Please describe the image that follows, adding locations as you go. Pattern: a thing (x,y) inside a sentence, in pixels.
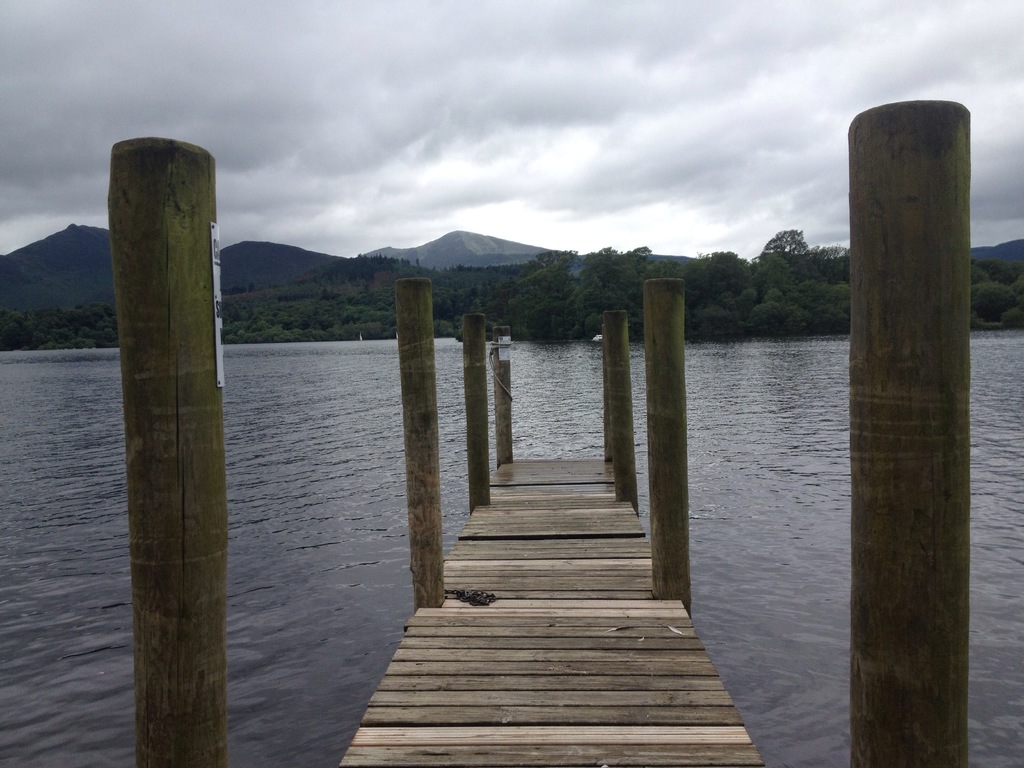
In the center of the picture (621,347) there is the dock (534,629). In the foreground (309,408) there is a water body (814,589). In the center of the picture (485,280) there are trees (96,322) and hills (447,250). Sky (391,169) is cloudy.
